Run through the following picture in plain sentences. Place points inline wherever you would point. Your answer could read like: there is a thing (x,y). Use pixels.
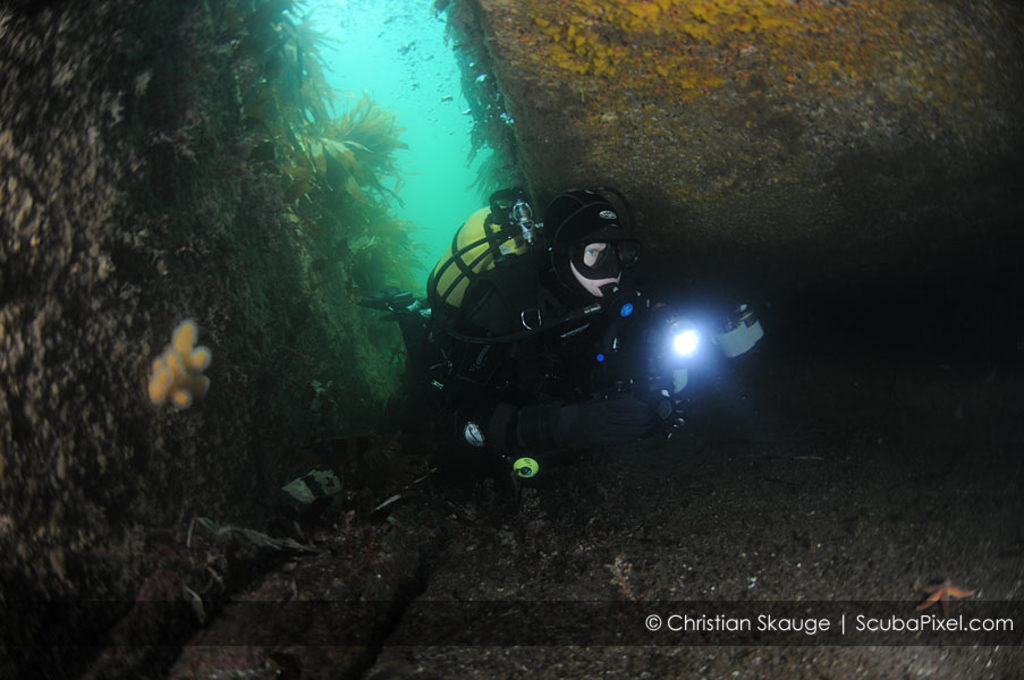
Here in this picture we can see a person (531,364) wearing a wet suit (557,295) with oxygen cylinder (493,262) and mask (606,249) and holding a torch light (684,335) in hand (651,409) and scuba diving under water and beside the person (610,273) on either side we can see rock stones (668,251) present and we can also see underwater plants (314,204) present.
